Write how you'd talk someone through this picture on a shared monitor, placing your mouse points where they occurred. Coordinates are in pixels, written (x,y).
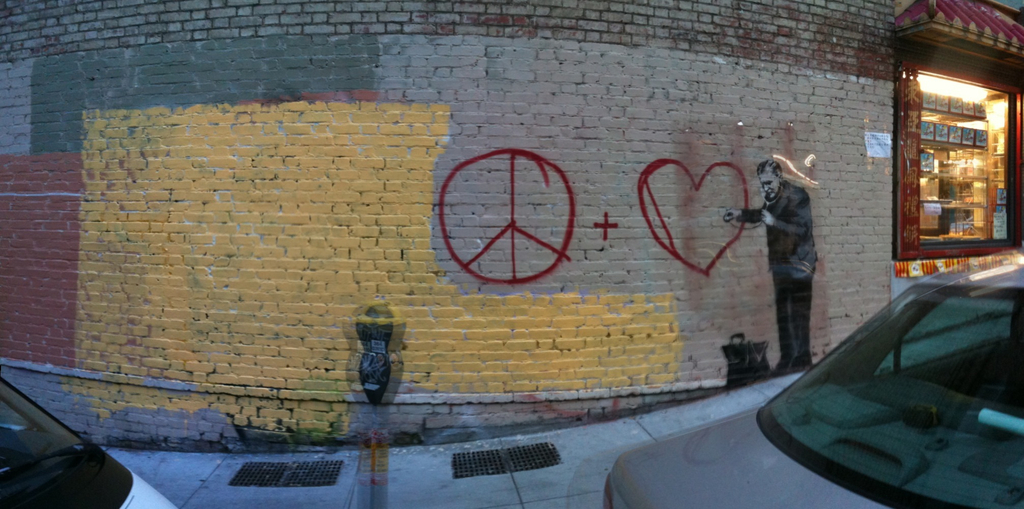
In the foreground of the picture (920,468) there are two cars (913,452). In the center of the picture (605,328) it is footpath (219,464) and wall (667,221), on the wall (644,270) there is painting (793,217). On the right (921,172) there is a glass window (957,153), through the window (964,139) we can see some objects (968,143).
